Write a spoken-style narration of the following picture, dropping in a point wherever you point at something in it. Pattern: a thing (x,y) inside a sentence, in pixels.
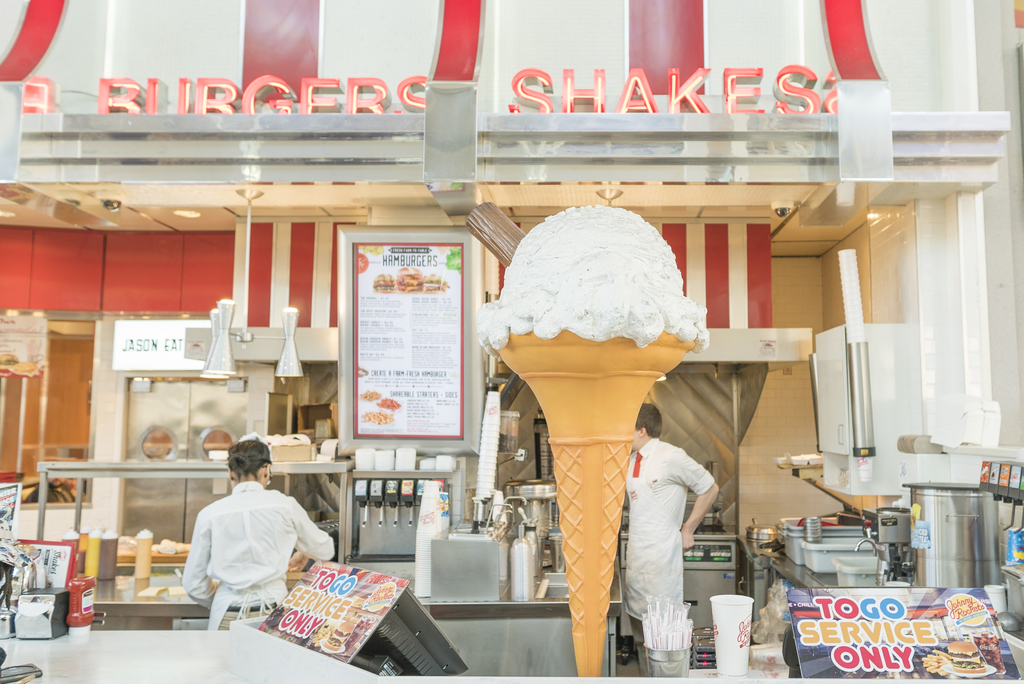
In this image there are two persons (307,519) standing, there is a board (400,316), there is text (377,311) on the board (401,320), there are lights (246,329), there is a table (163,568), there are objects (95,549) on the table (138,610), there are objects (20,546) truncated towards the left of the image (24,589), there are objects (982,502) truncated towards the right of the image (975,631), there are objects (389,658) truncated towards the bottom of the image (837,640), there is wall (623,38) truncated towards the top of the image (634,32), there is text (105,97) on the wall (510,74), there is a wall (938,306) truncated towards the right of the image (980,255), there is a wall (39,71) truncated towards the left of the image (58,243).
